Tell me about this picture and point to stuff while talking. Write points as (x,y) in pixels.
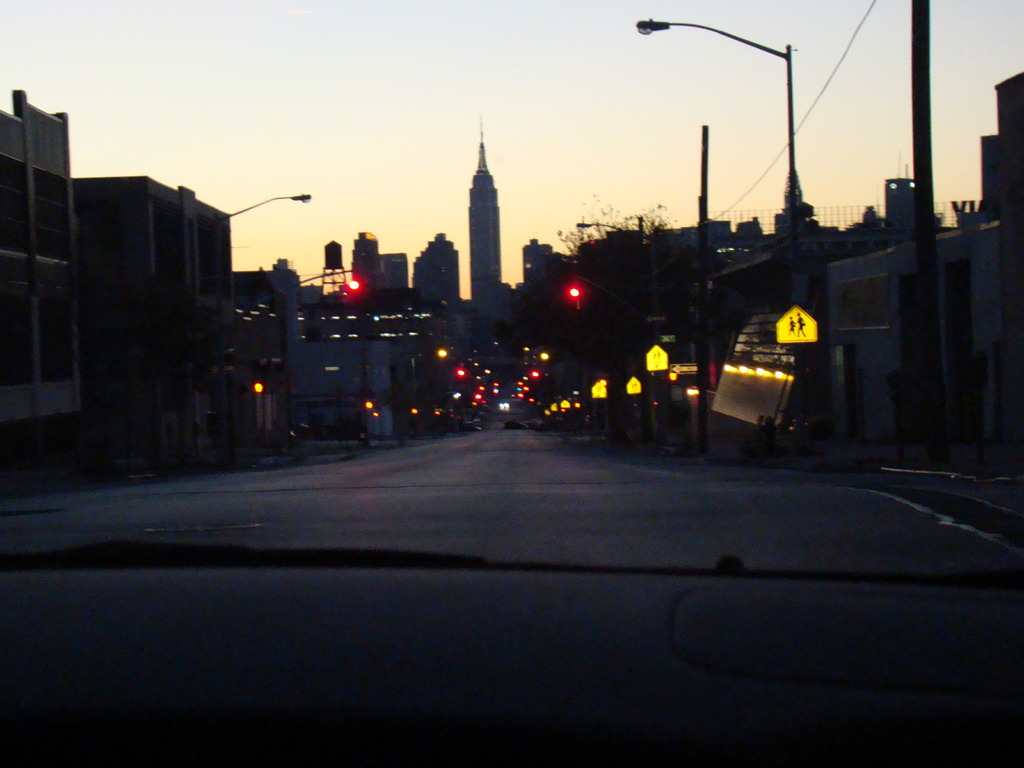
In this image, we can see the road (663,459), there are some lights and we can see some buildings (457,366), at the top (370,224) there is a sky (277,78).
